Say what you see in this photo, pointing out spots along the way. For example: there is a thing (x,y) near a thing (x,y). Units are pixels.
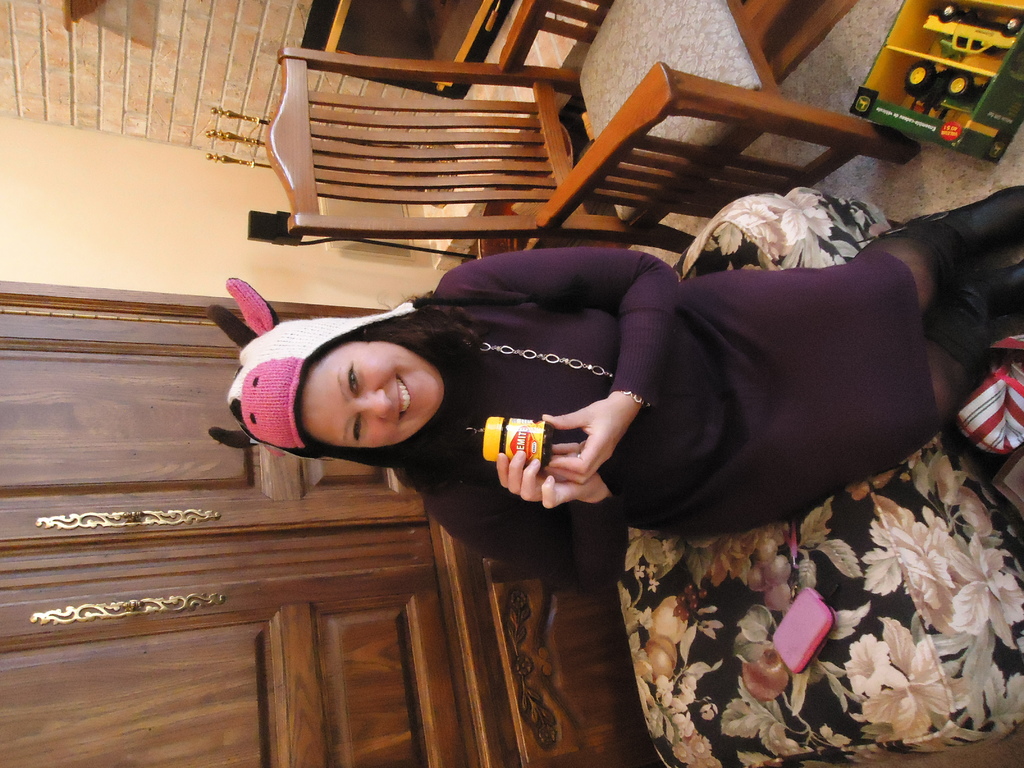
In this image there is a person (660,485) wearing violet color dress (605,319) and white color cap (245,317) holding a bottle (490,452) in her hand (601,414) sitting on the sofa (874,614) and at the top of the image (553,167) there is a chair (553,167).
